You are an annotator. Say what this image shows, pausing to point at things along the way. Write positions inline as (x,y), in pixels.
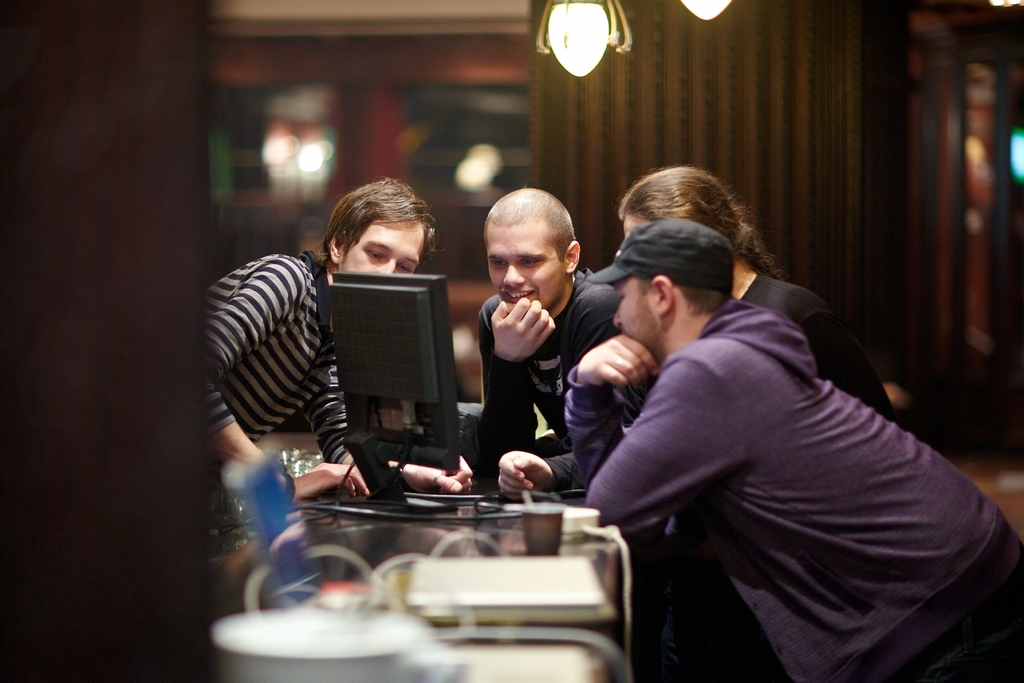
In this image we can see there is a table (368,521). On the table (336,522) there are some objects (438,558) and monitor (382,390), beside the table (366,536) there are four people (549,272) standing and looking into the monitor (449,371). In the background of the image (590,133) there is a wall (929,314). At the top of the image (596,35) there is a lamp (583,32).
